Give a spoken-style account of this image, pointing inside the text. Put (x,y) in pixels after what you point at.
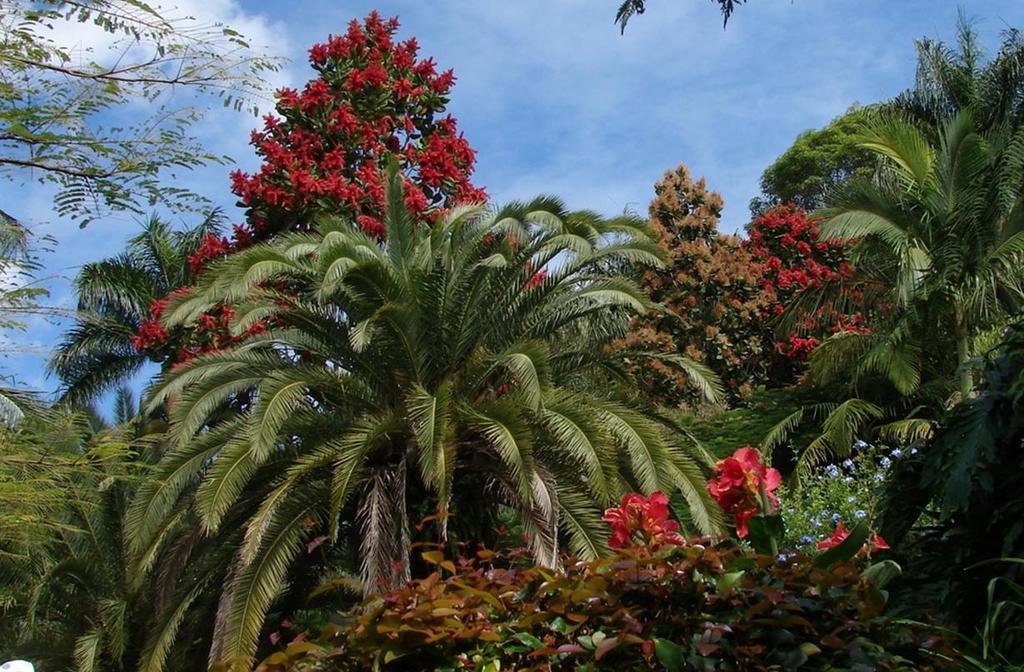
In this picture there are different types of trees (539,368) and there are flowers (642,513) on the trees (690,324). At the top (531,152) there is sky (530,122) and there are clouds (599,81).
